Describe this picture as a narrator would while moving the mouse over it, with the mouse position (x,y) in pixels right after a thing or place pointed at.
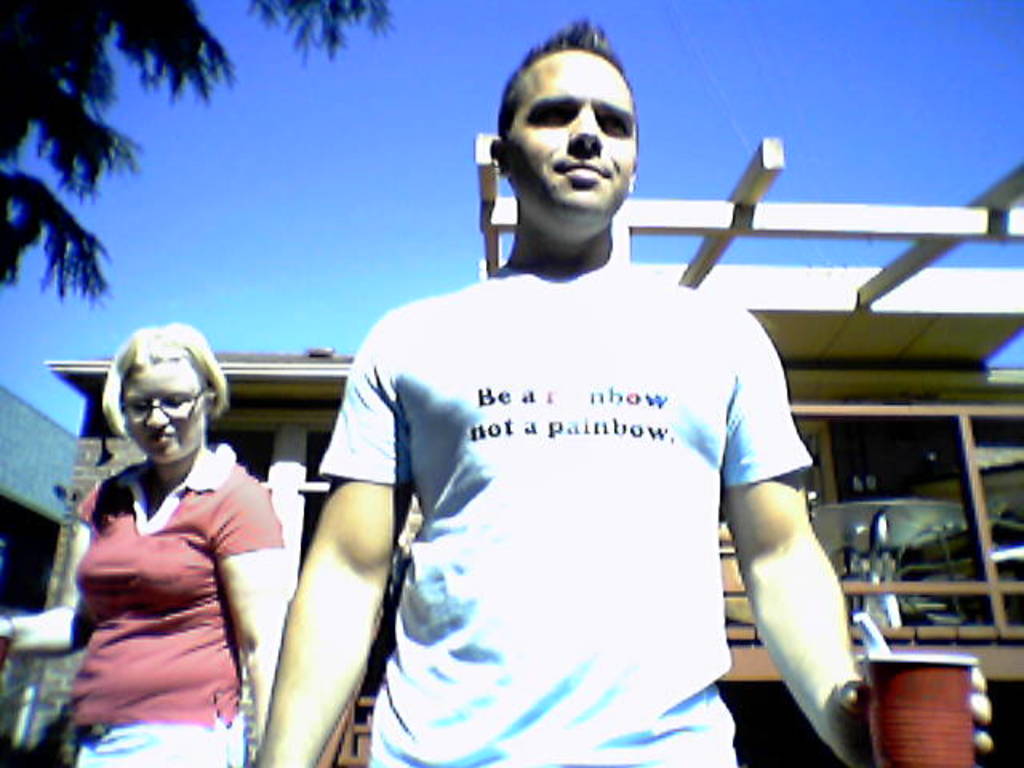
This man (562,586) is holding a cup (908,688). Beside this man (560,537) we can see a woman (157,430). Background (774,296) there is a building (792,287). Sky (858,16) is in blue color.
